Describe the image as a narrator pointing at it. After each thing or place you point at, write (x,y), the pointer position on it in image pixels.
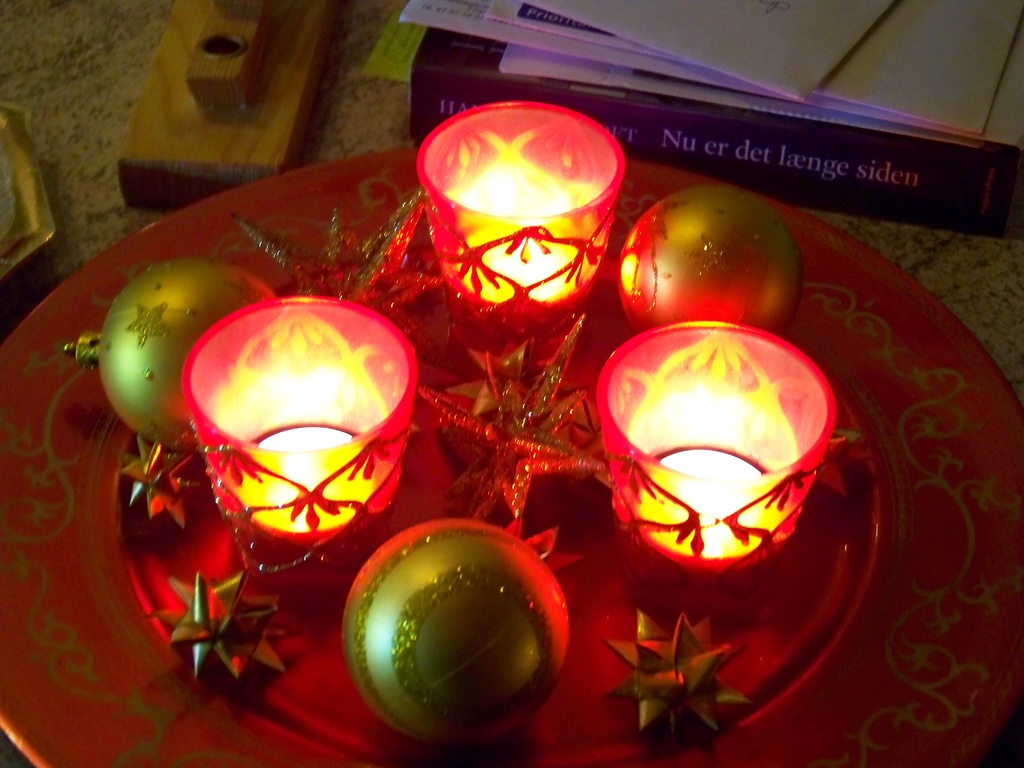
In this picture we can see glasses (668,375) and decorative items (383,612) on a plate (882,304) and aside to this plate (877,291) we can see book (752,112), papers (664,42), wooden object (245,71) and these all are placed on a platform (33,82).
